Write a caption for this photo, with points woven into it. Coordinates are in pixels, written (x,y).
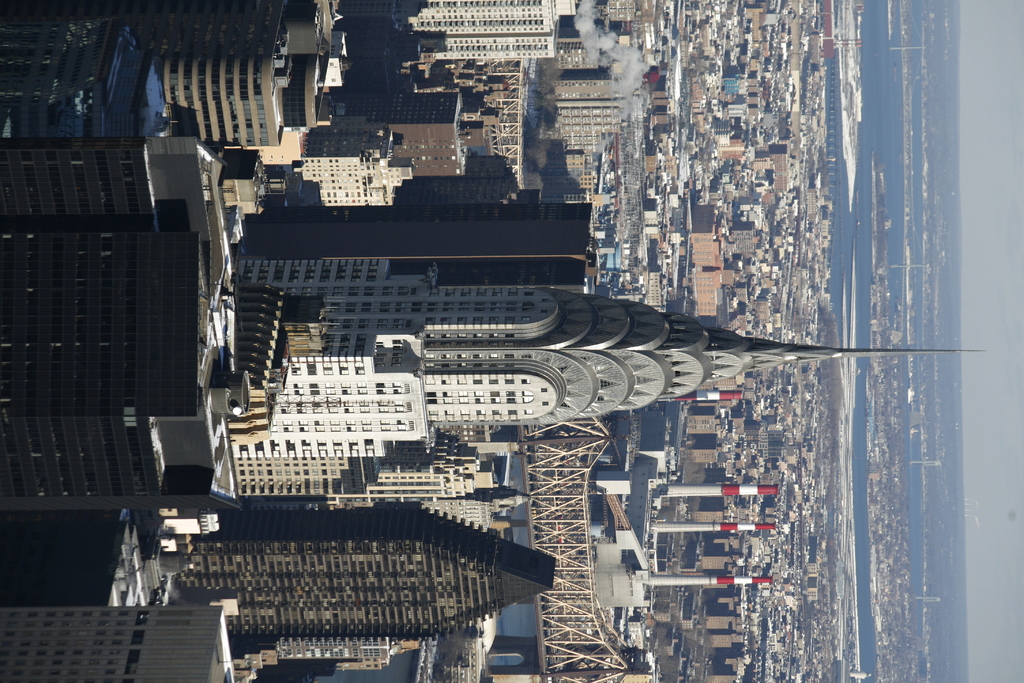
In this picture I can see buildings (596,415), there is a bridge (545,469), there is water (914,79), and in the background (1000,218) there is sky (1012,225).
